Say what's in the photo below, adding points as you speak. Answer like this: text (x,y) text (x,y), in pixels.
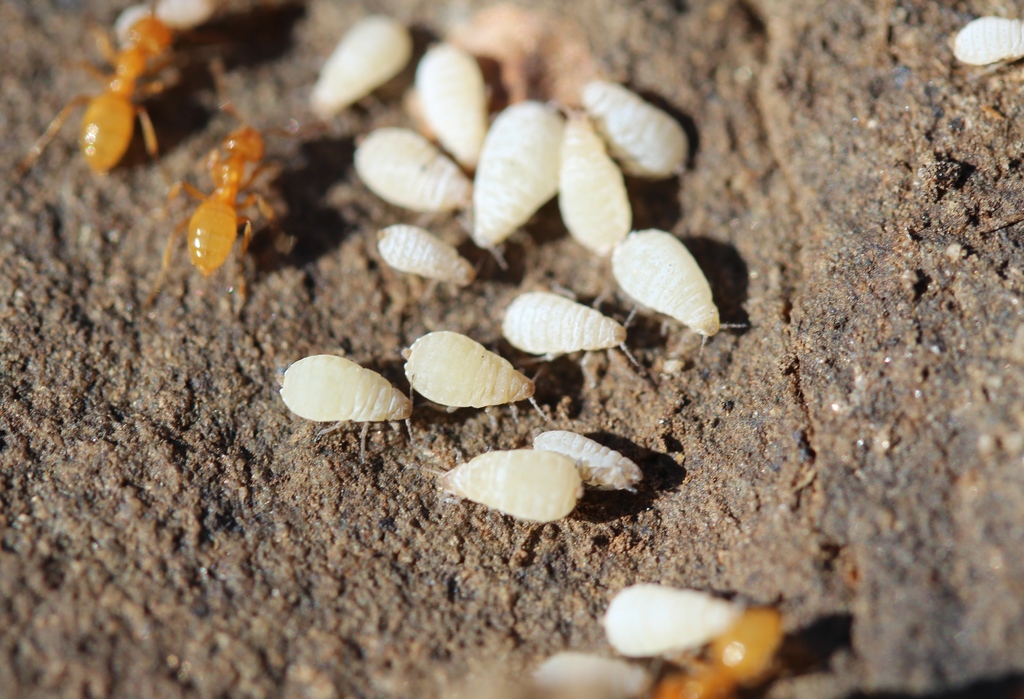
In this image there are small insects (527,158) on the stone (393,439).
